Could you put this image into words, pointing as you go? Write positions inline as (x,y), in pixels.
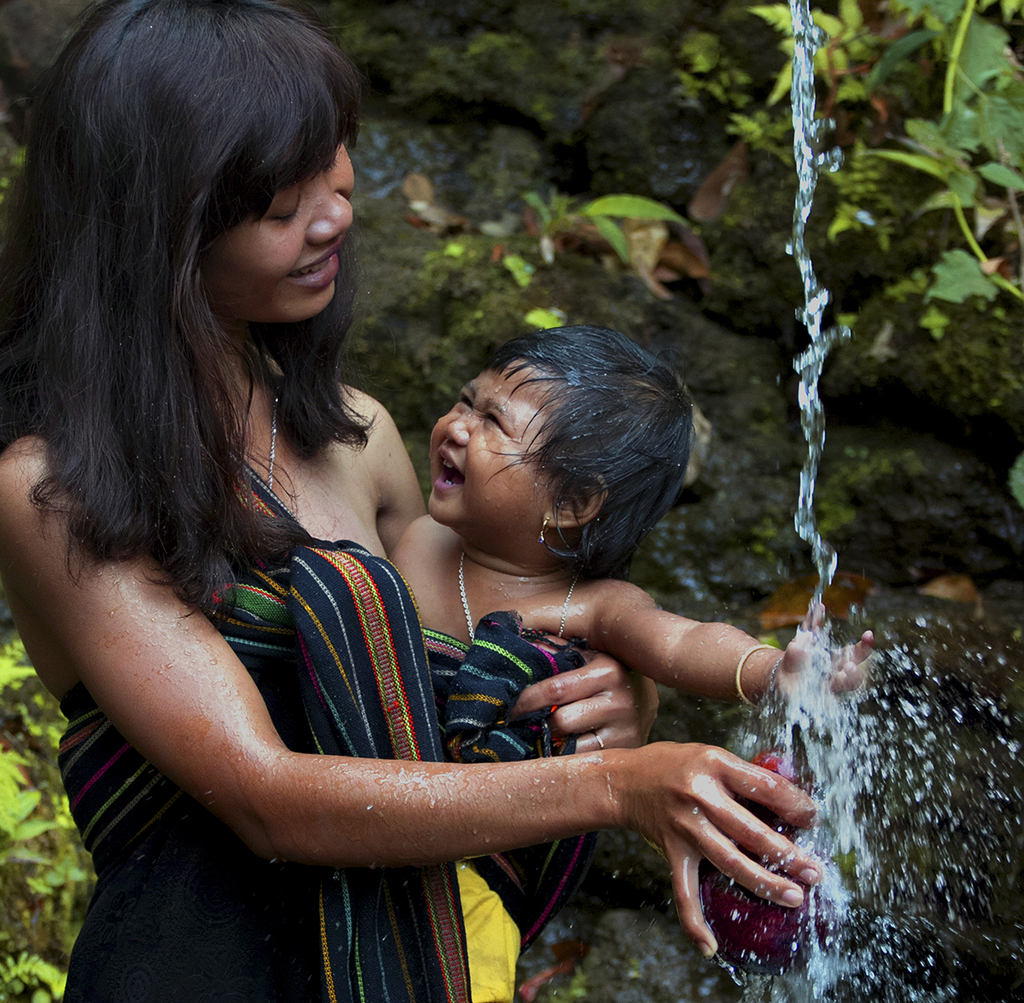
There is a woman (231,499) standing and holding a baby (473,923) and we can see water (843,890). Background (39,695) we can see leaves (555,237).
